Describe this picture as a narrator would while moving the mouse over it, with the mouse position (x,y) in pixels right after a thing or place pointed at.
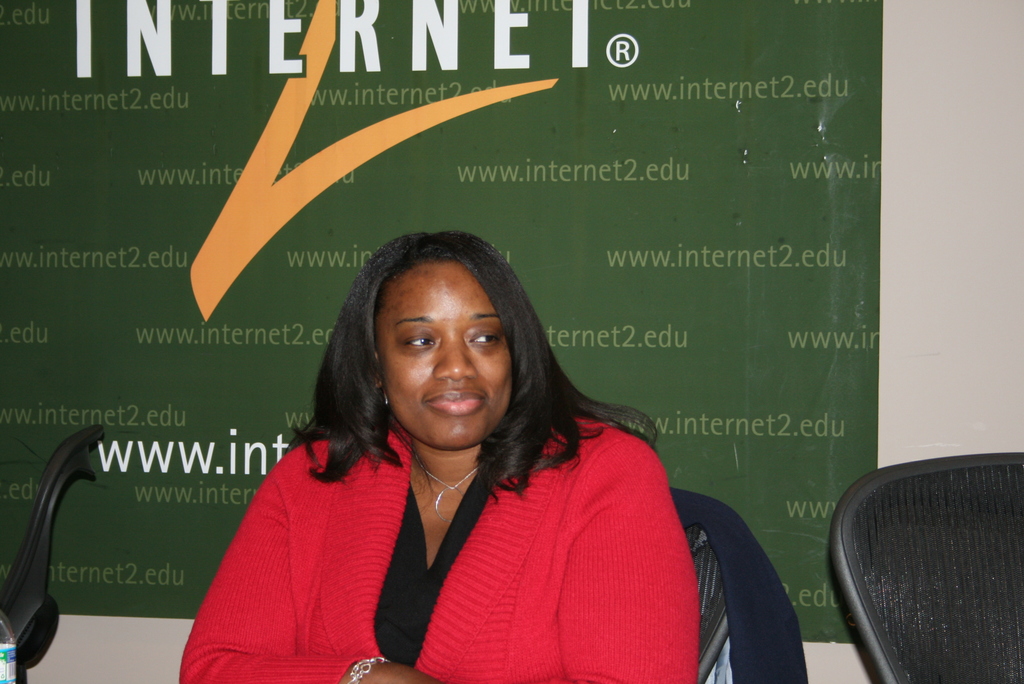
In this picture I can see a woman (379,551) seated in the chair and I can see chairs (908,526) on the both sides and I can see a banner (341,133) with some text (298,64).
